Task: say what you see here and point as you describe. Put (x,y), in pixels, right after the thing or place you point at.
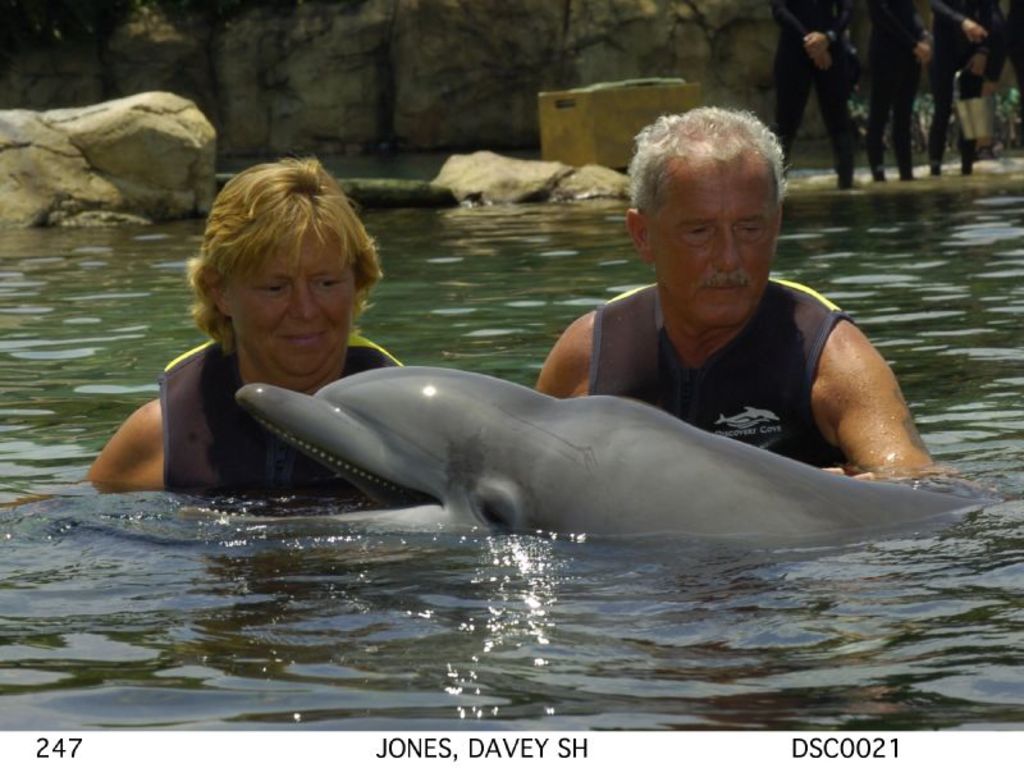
In this picture we can see an old man (678,303) and woman (295,361) standing in the swimming pool (409,356). In the front (494,497) there is a grey dolphin (467,425). Behind we can see three people (895,79) wearing black dress (891,99) and standing. In the background (376,89) we can see some rocks (5,124).
